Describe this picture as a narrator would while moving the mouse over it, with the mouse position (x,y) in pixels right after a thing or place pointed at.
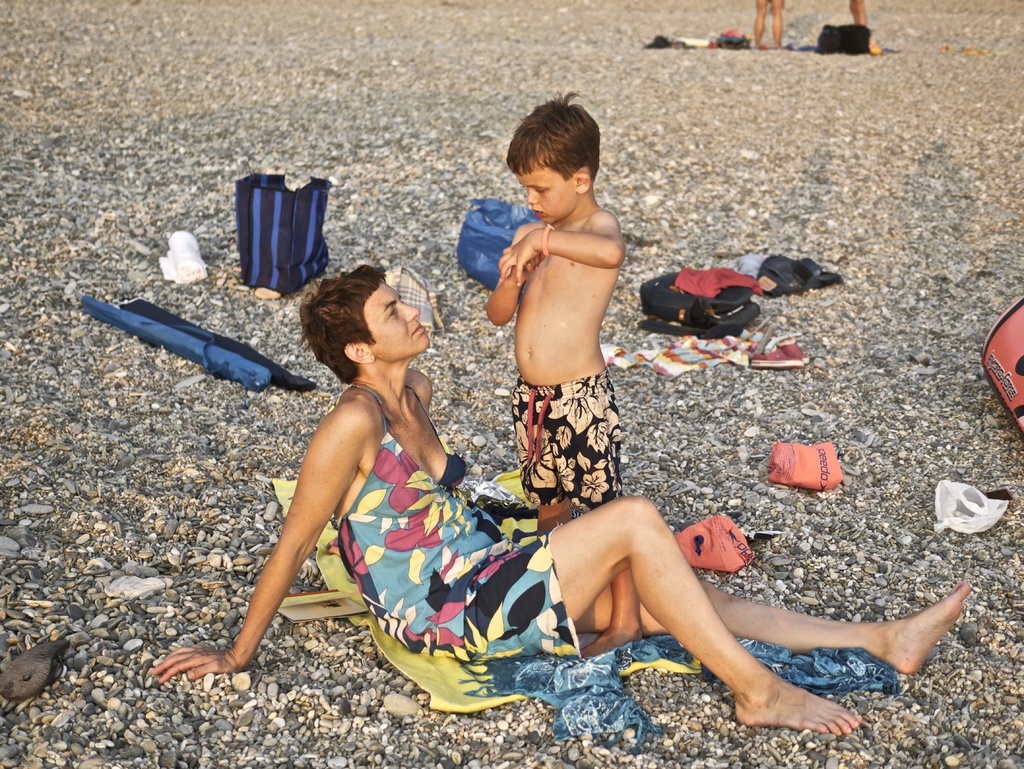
In this picture there is a lady (599,543) and a small boy (502,292) in the center of the image (487,315), on the pebbles floor (743,434).
